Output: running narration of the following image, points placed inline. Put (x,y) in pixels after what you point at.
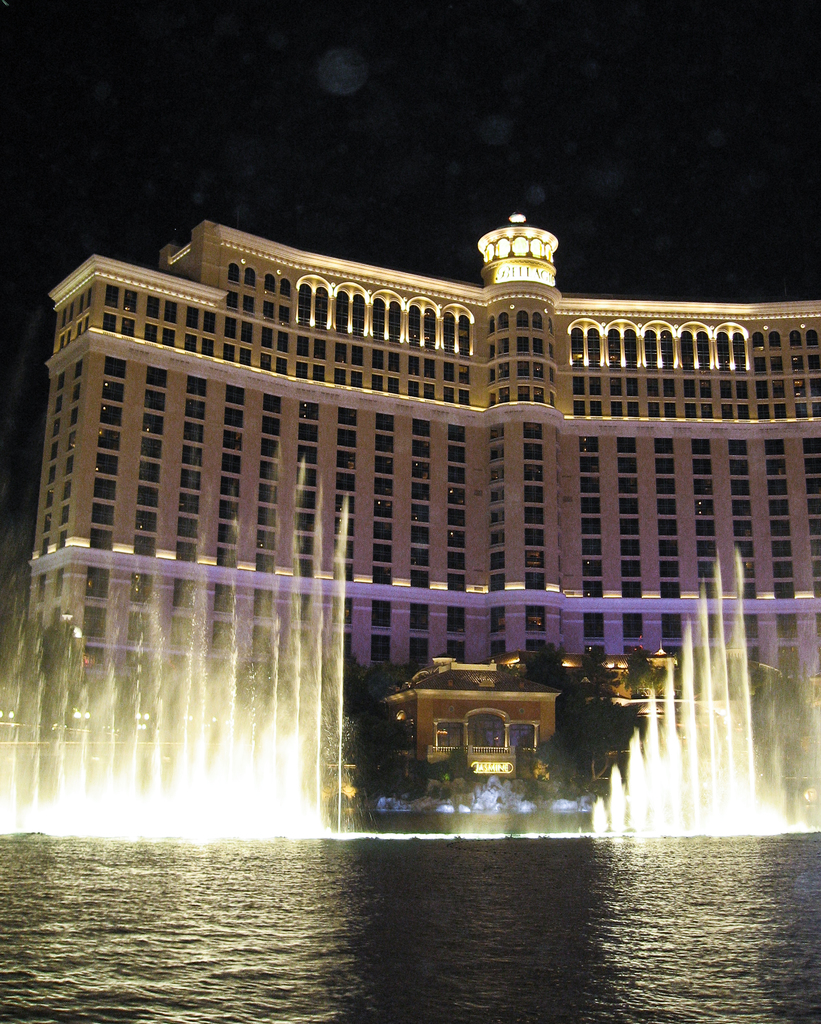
In this image at the bottom (514,854), there are water (500,863), fountain (639,785), waves (493,909), trees (396,785). In the middle (478,539) there are buildings (551,636), windows (526,530), steeple (505,263), lights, trees (71,657), street lights (75,626), sky (229,171).
